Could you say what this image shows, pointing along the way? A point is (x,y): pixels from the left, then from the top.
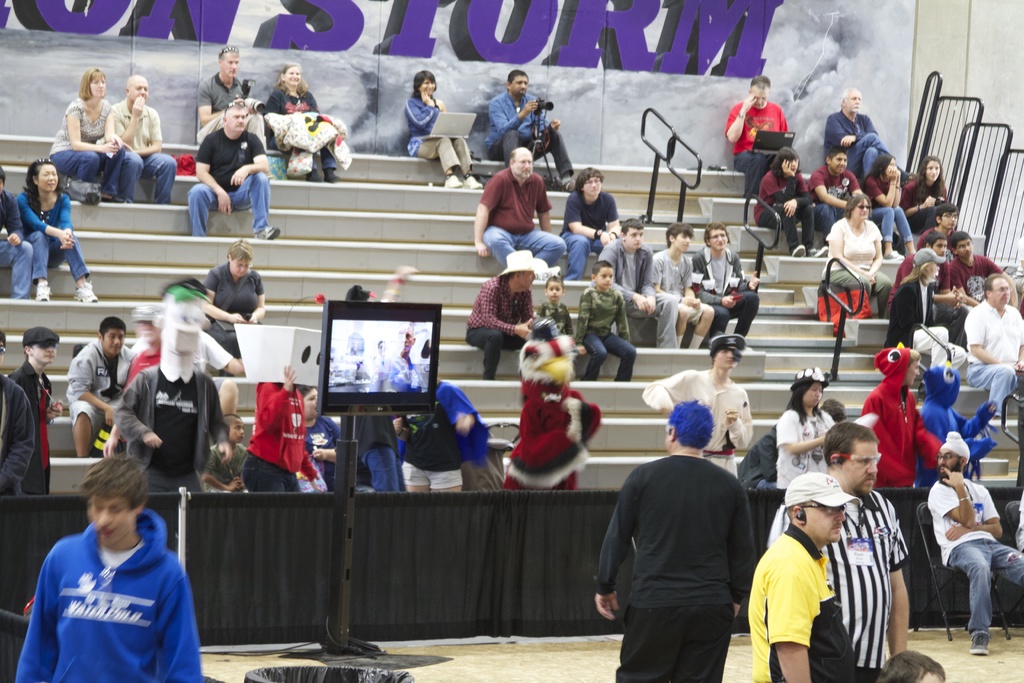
In this image I can see there are persons (642,293) sitting on the stairs (298,195) and holding some objects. And in front of them there is a rod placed with cloth (526,555). And few persons (813,598) are standing. There is a chair (924,528). And at the back (876,89) there is a banner (210,63) with text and a fence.
